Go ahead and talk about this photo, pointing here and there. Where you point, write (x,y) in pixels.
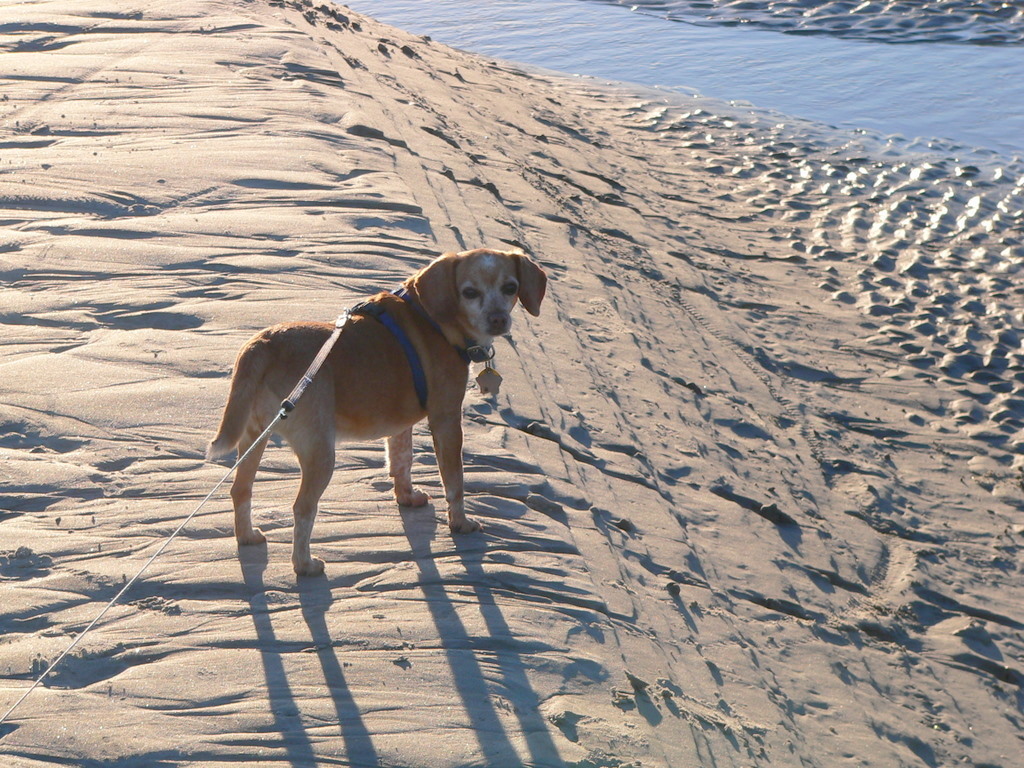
In this image in the center (350,411) there is a dog (326,421) standing and on the dog (361,380) there is a belt (339,326). In the background (651,69) there is water (667,71) and there is sand (348,146) on the ground (480,181).
